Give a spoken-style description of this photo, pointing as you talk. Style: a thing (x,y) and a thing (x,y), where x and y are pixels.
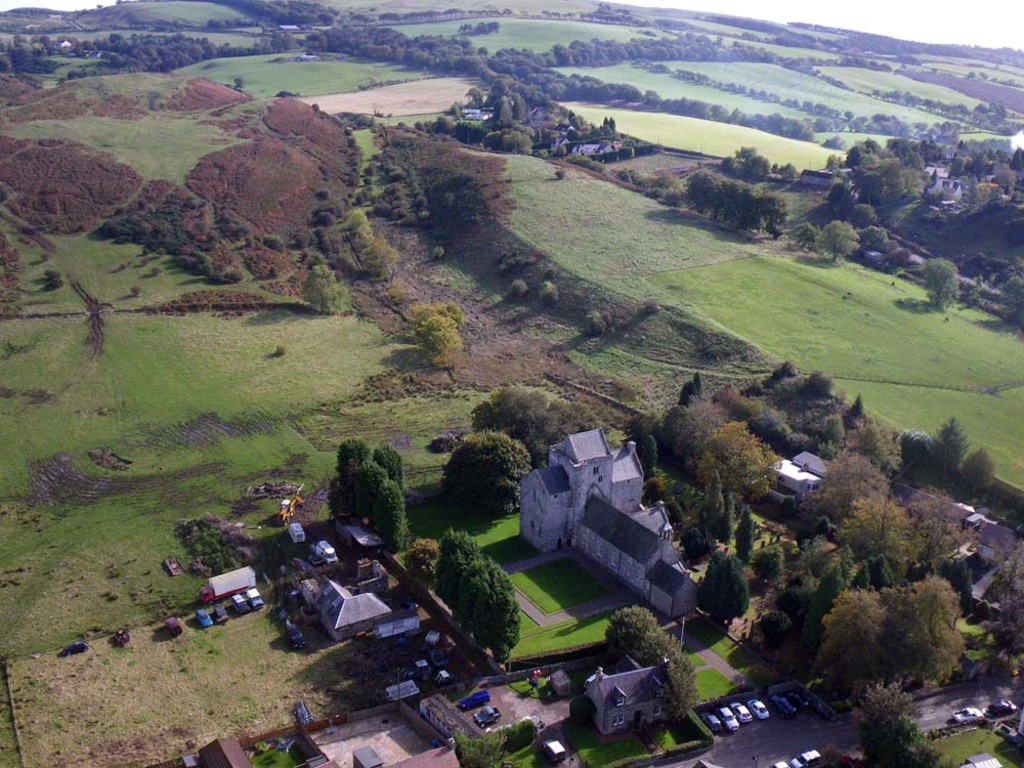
In this image we can see houses (538,510), trees (882,706), grass (237,318), vehicles (847,761).
